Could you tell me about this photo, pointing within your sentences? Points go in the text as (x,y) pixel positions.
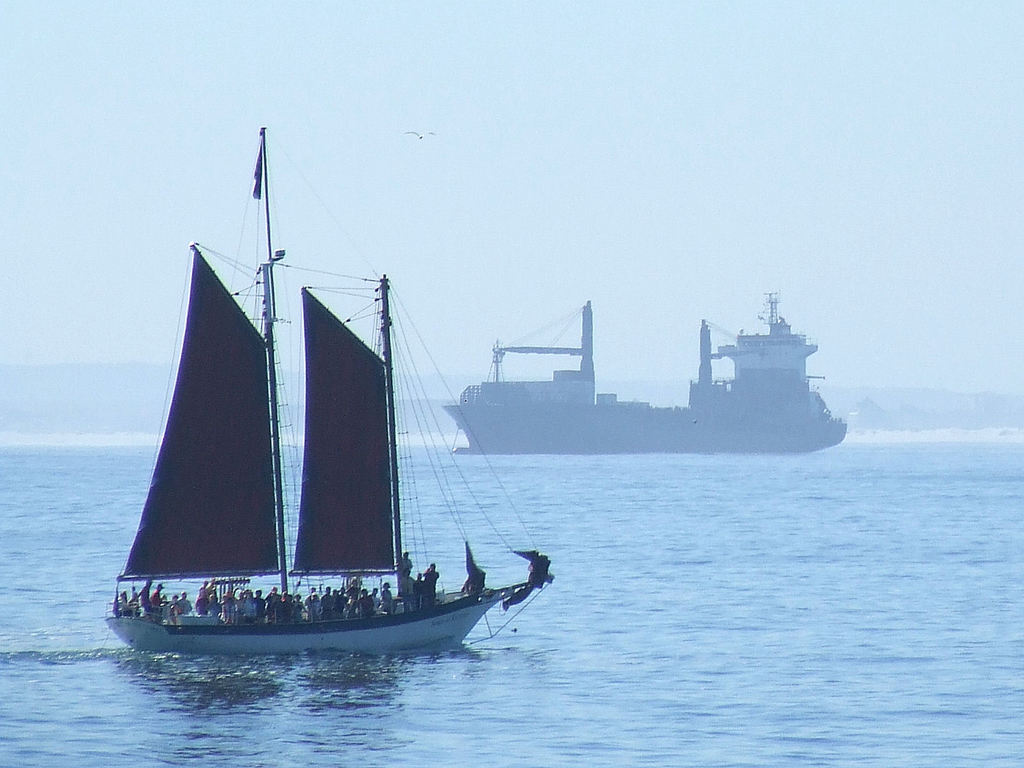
In this image I can see a boat (199,519) on the water (543,690). I can also see few persons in the boat (388,399), background (500,248) I can see the sky (463,248) in blue color.
